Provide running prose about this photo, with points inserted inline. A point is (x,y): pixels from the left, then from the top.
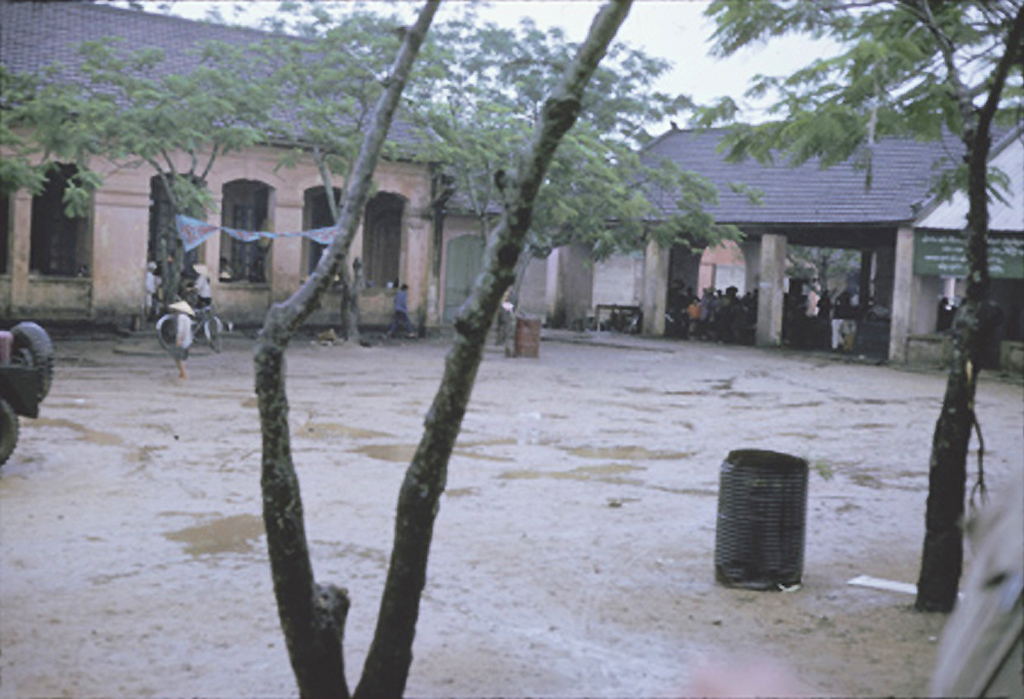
As we can see in the image there are houses (272,173), dustbin (761,526), few people (186,320), bicycle (197,313), trees (960,478) and sky (591,22).
